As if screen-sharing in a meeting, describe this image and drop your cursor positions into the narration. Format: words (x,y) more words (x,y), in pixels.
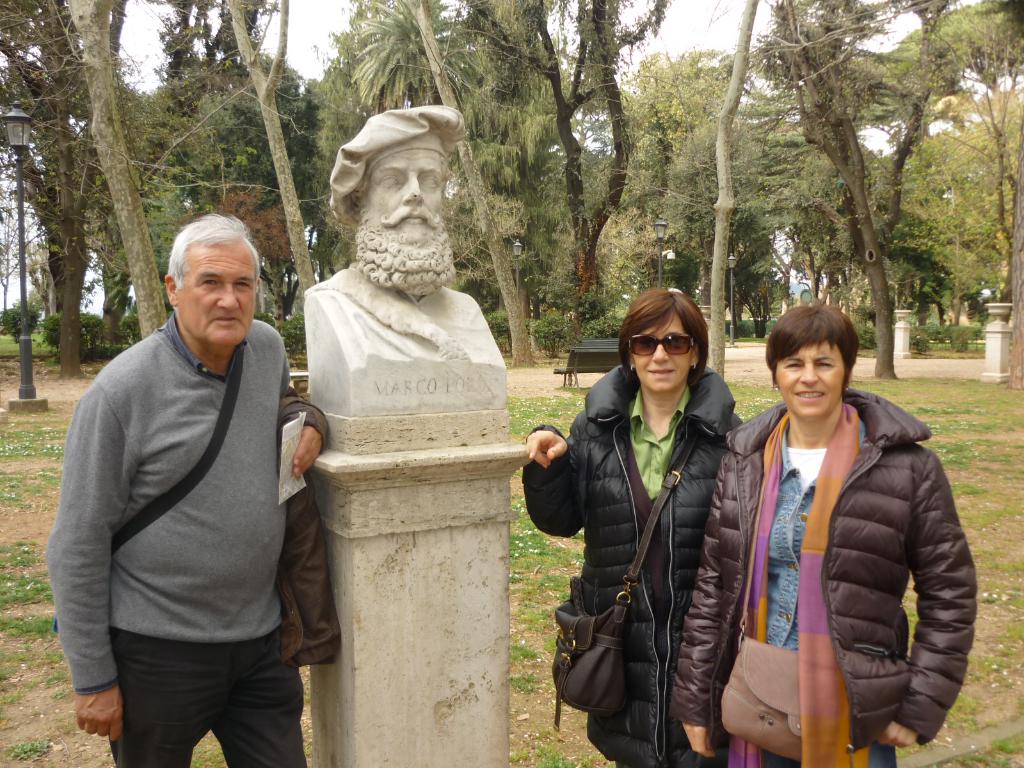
In the middle of the picture (466,367) I can see one statue (424,165). On the left (188,448) and right side of the picture (905,424) I can see people (907,506). Behind the picture I can see trees (705,165).
